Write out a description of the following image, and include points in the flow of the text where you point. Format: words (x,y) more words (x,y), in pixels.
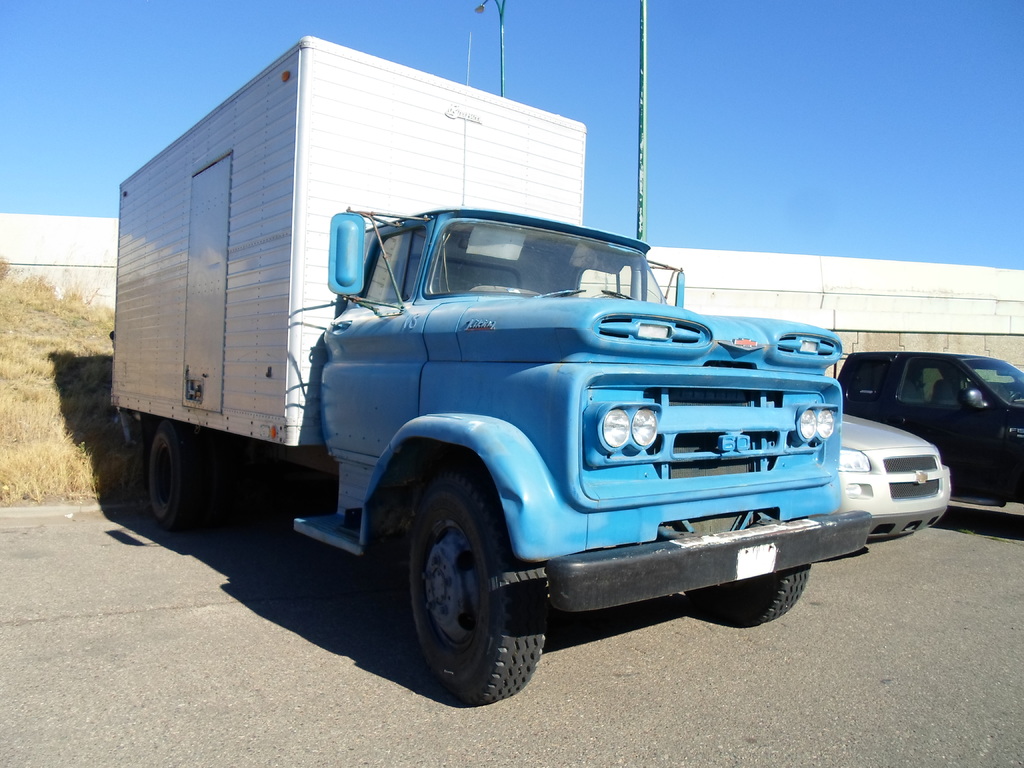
In this image we can see a truck (231,290) in the middle of the image (575,370) and there are two cars (1007,437) on the road (135,688). In the background (722,293), we can see the wall (738,283) and there is a grass (17,430) on the ground (97,376). We can see the street light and at the top (570,4), there is a sky (581,23).
